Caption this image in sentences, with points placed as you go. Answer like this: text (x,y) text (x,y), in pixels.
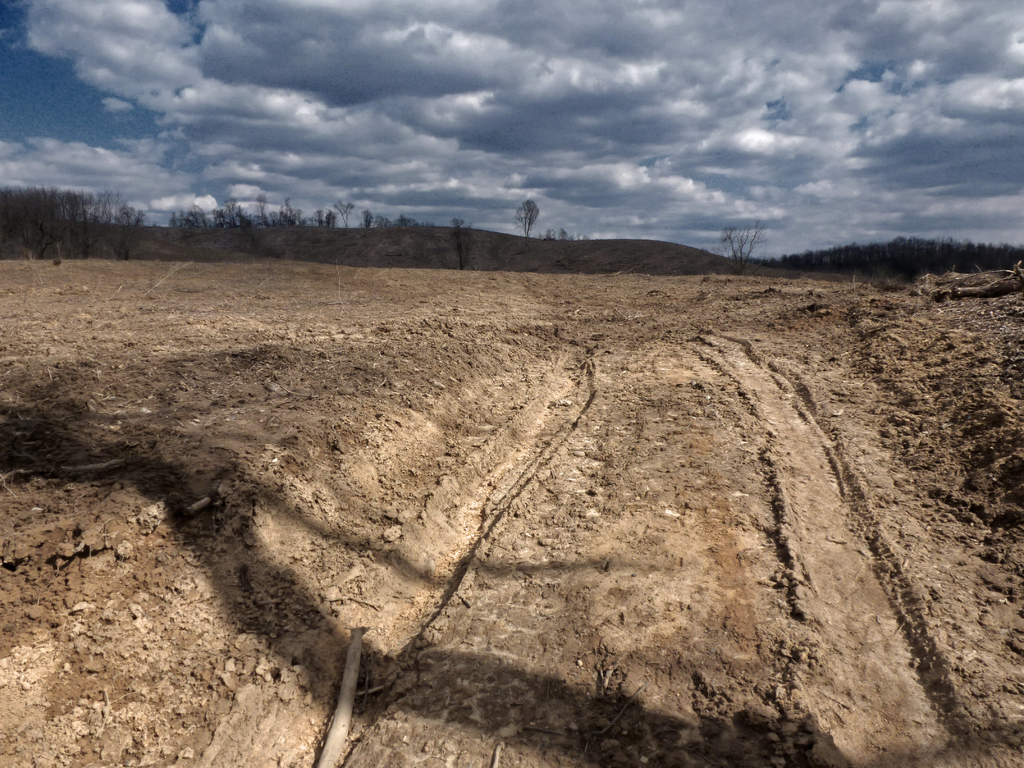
In this image, we can see a ground (595,366). There are some trees (248,224) on the left side of the image (11,233). There are clouds (604,188) in the sky (706,205).
